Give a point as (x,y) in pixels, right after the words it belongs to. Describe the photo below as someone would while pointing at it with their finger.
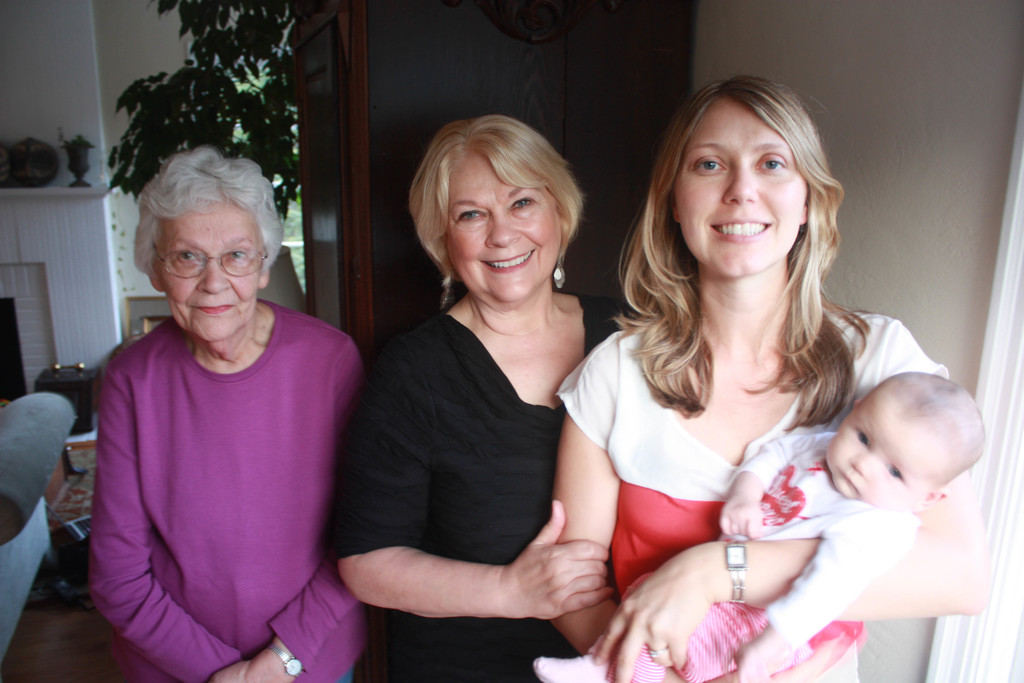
In front of the image there is a person (702,381) holding the baby (645,672). Beside her there are two other people (342,413) standing. On the left side of the image (44,453) there is a couch (71,417) and a few other objects (80,601). In the background of the image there are some objects (73,145) on the platform (92,191). There is a plant (240,144) and a wooden object (387,165).
